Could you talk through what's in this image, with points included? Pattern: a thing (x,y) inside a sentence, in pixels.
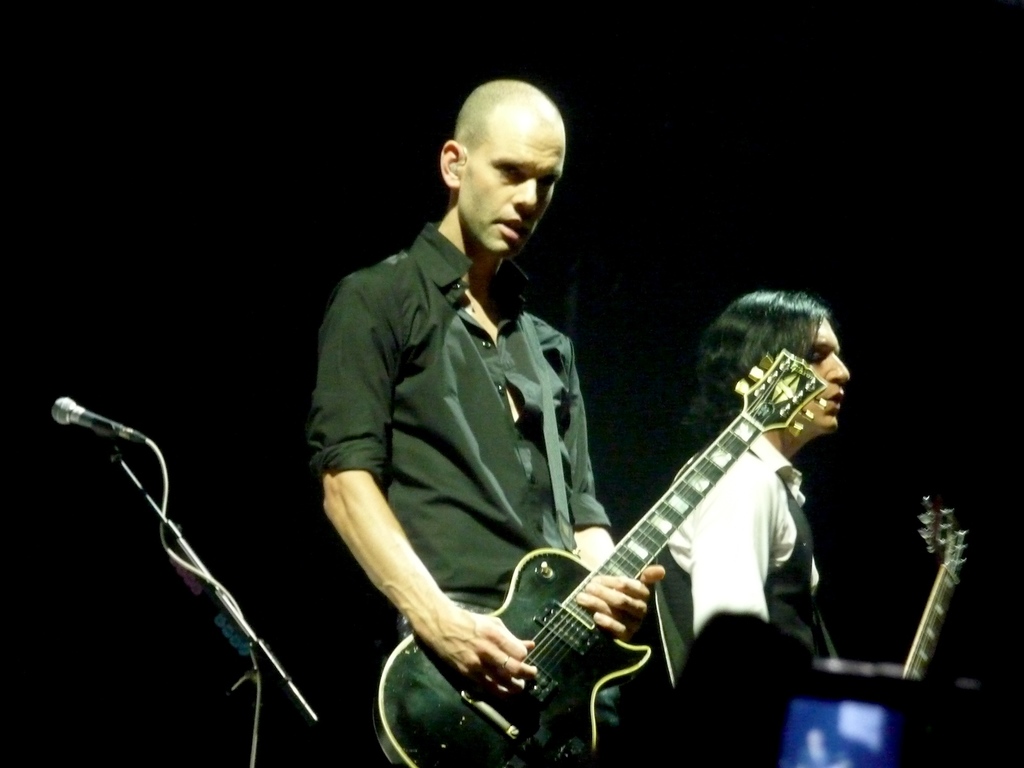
These two persons (416,281) are standing and holding guitar (598,603). This is microphone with stand (273,660).
